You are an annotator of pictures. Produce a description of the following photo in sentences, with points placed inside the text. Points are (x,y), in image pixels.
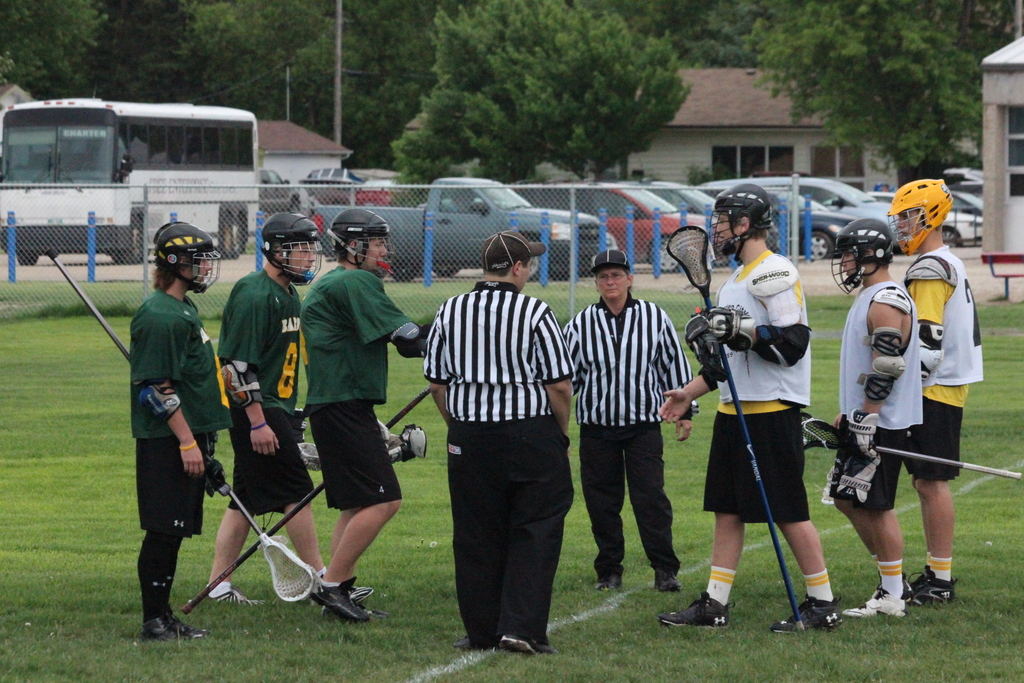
In this picture we can see a few persons (854,414) holding a sports lacrosse sticks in their hands (262,426) and standing on the grass (125,413). Some grass (125,413) is visible on the ground (125,413). There is some fencing (15,295) on the left side (226,288). We can see a few vehicles (486,213), trees (401,156) and houses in the background (796,25).
